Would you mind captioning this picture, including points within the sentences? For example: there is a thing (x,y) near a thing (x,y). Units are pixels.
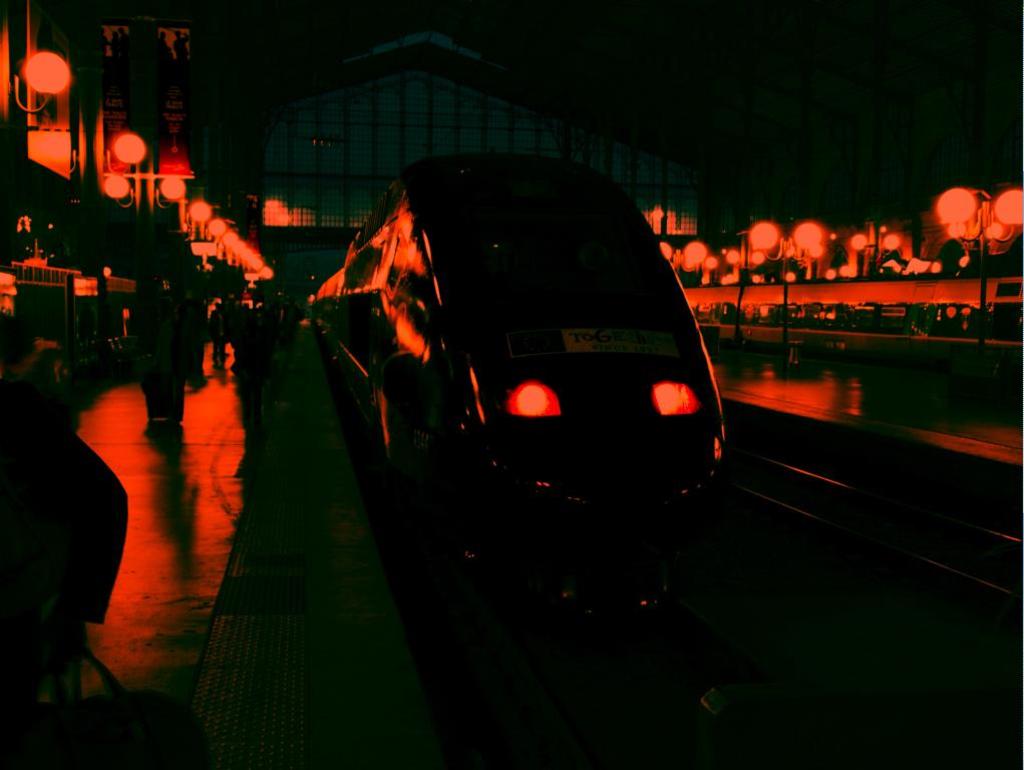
In this picture we can see a train (575,435) here, on the left side (321,503) there is a platform (243,501), we can see some people (266,350) standing here, there are some lights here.
